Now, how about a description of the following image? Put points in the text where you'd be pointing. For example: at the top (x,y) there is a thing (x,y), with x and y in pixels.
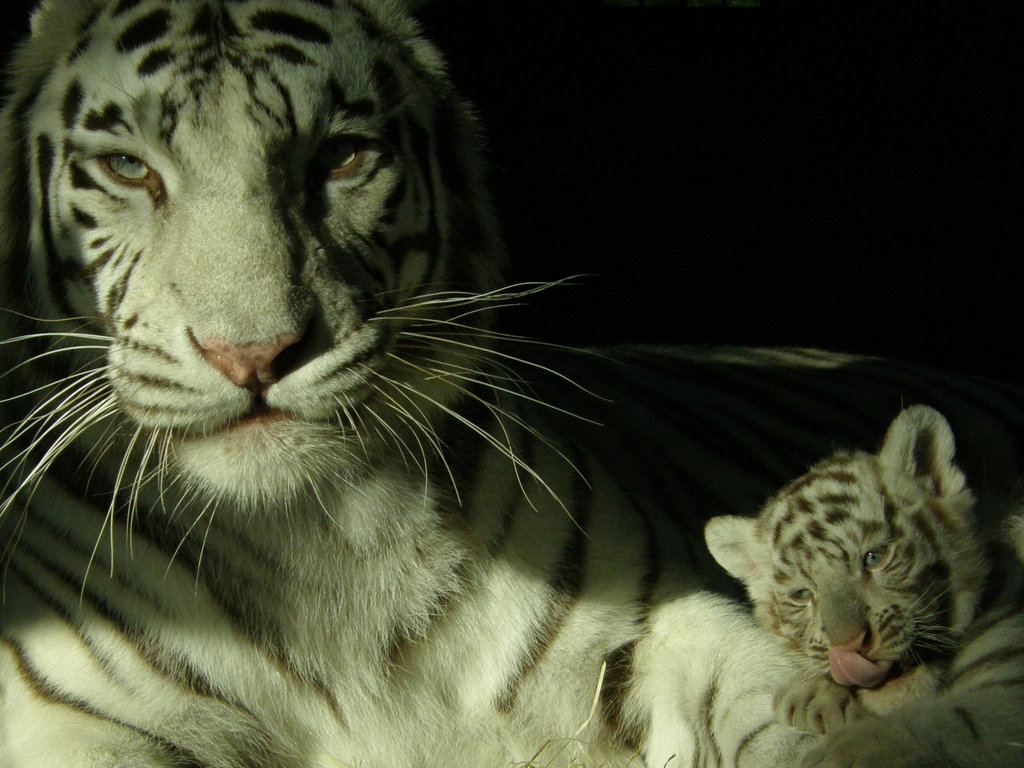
In this picture we can see two animals (975,540) and in the background (742,306) it is dark.
